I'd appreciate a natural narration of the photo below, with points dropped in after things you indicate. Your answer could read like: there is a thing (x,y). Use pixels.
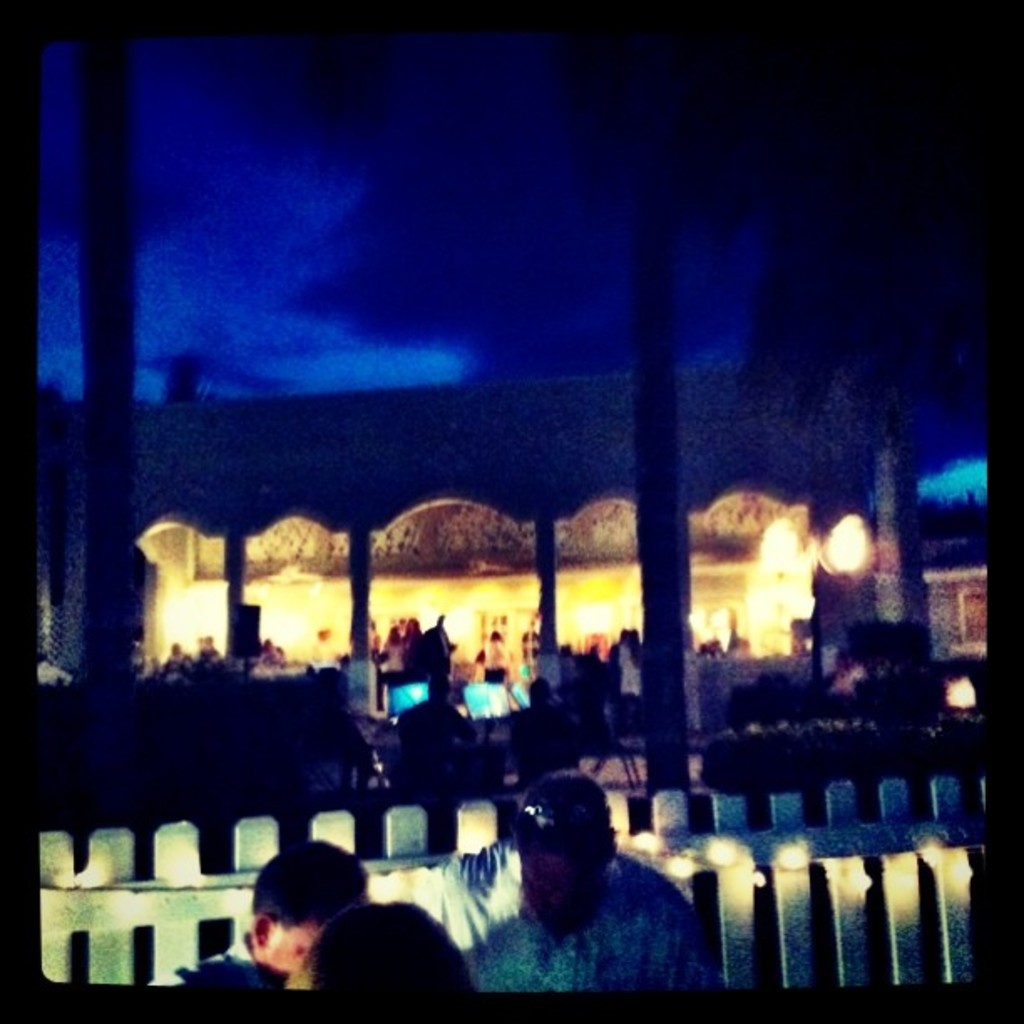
At the bottom of the image (419,930) we can see three persons (479,901) and behind them there is a fence (665,825). In the background (458,160), we can see the sky (557,351), clouds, one building (596,493), pillars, trees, lights (774,558), few people (208,650) are standing and a few other objects (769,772).
